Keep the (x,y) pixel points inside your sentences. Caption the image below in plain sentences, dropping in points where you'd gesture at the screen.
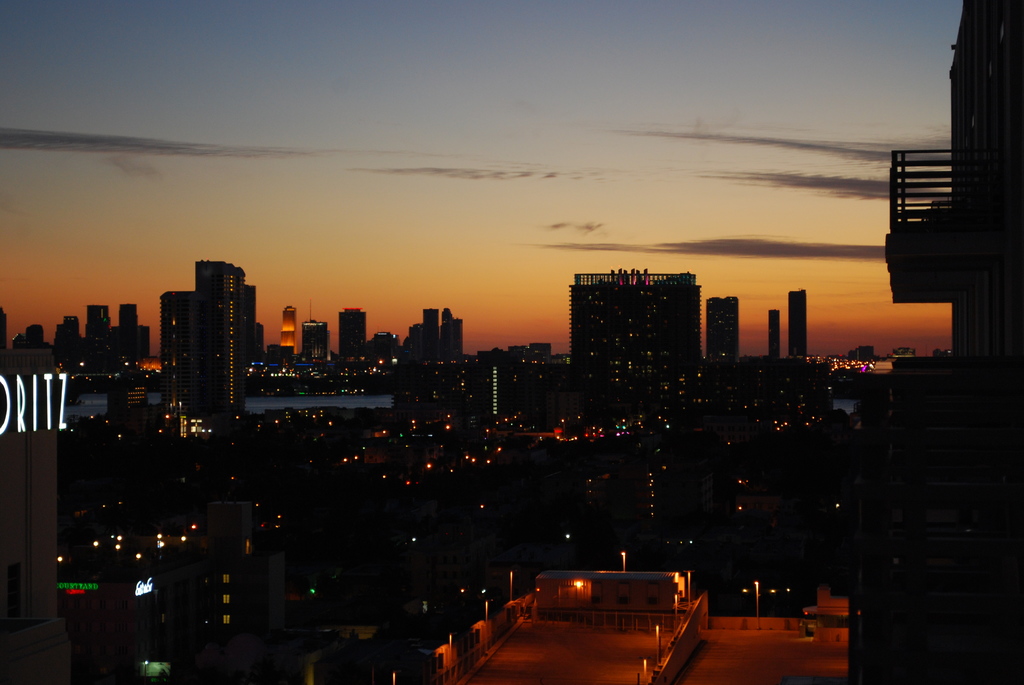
In this image we can see buildings (533,436) with lights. At the top of the image (416,52), there is the sky (491,191).
